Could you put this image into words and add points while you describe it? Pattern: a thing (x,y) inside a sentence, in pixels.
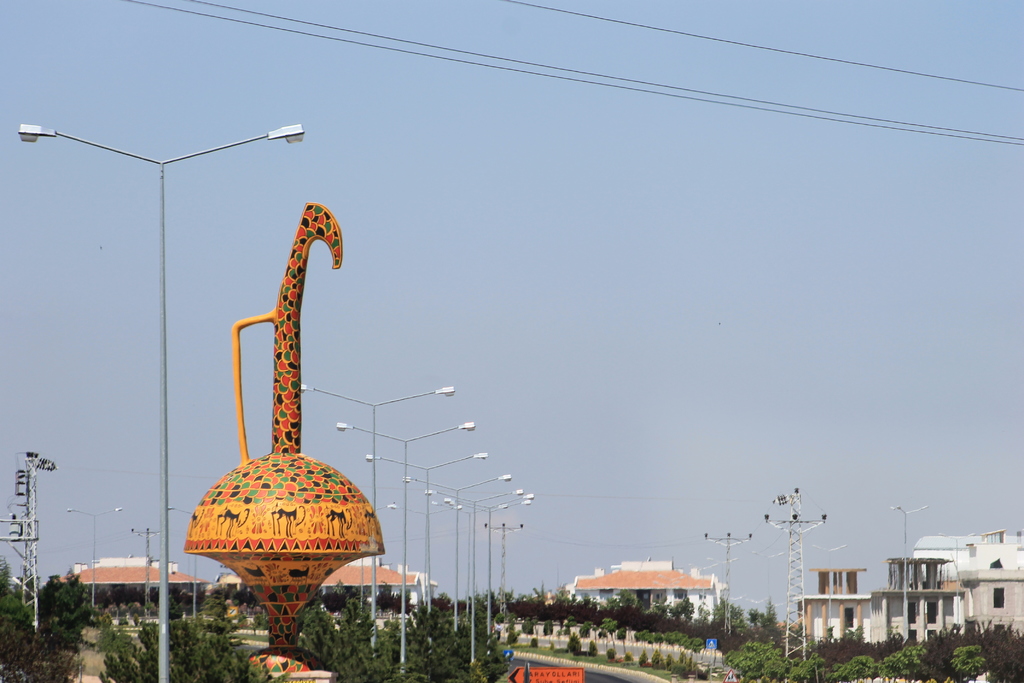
In this image there is a statue (306,523). There are street lights (458,609) on the pavement (589,664). Bottom of the image (541,679) there is a board (557,678). Behind there is a road (510,663). Right side (793,576) there are transmission towers (726,573) connected with the wires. Background (995,670) there are trees (63,662) and buildings (604,600). Middle of the road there are plants (578,649) on the grassland (567,655). Top of the image (622,180) there is sky (585,292). Right top there are wires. Left side (32,600) there is a transmission tower (29,540) connected with the wires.
